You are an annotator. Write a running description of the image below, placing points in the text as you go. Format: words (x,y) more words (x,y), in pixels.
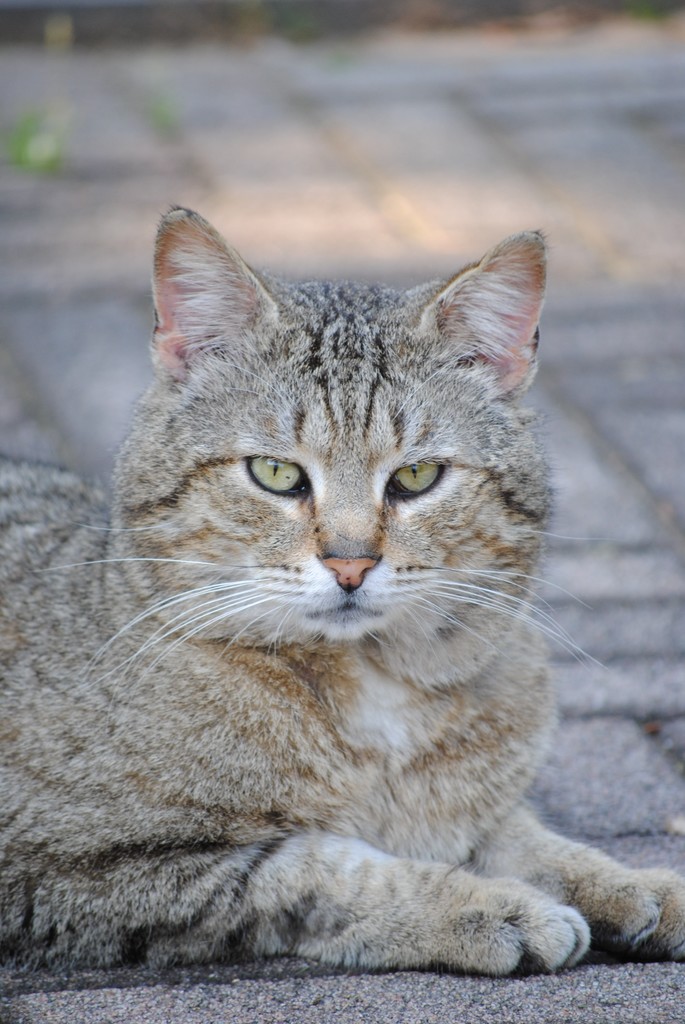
In this image we can see a cat (328,886) on a surface (640,859).
